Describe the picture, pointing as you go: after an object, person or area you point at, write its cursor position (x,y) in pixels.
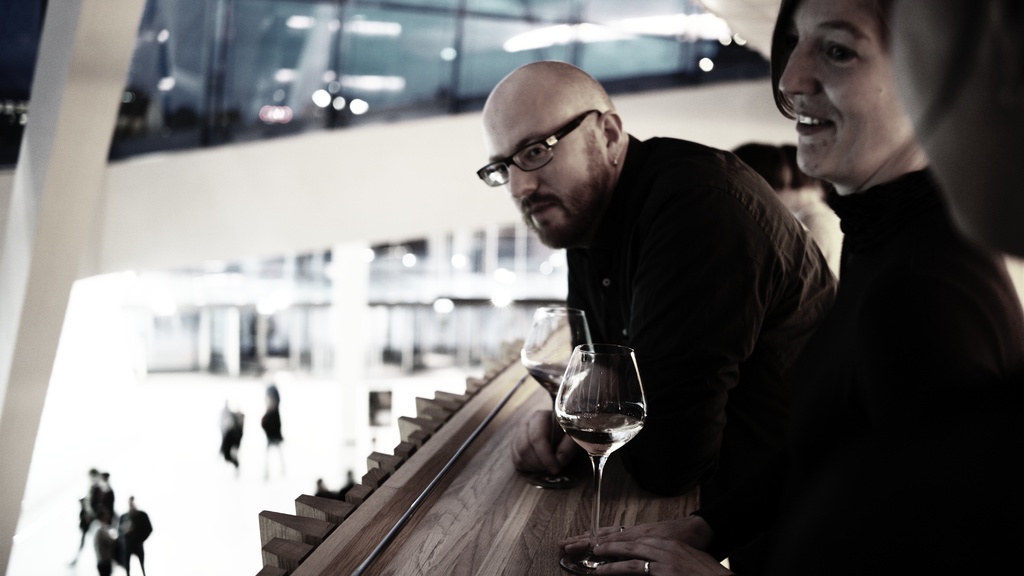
This image is clicked in a building (477,288). There are people (97,507) in the bottom side (115,540). There are two people (701,237) who wore black dress (690,371) are standing. The man (631,238) is also wearing specs (506,174). These two people (534,152) they held glasses (561,388) in their hands (537,447).
